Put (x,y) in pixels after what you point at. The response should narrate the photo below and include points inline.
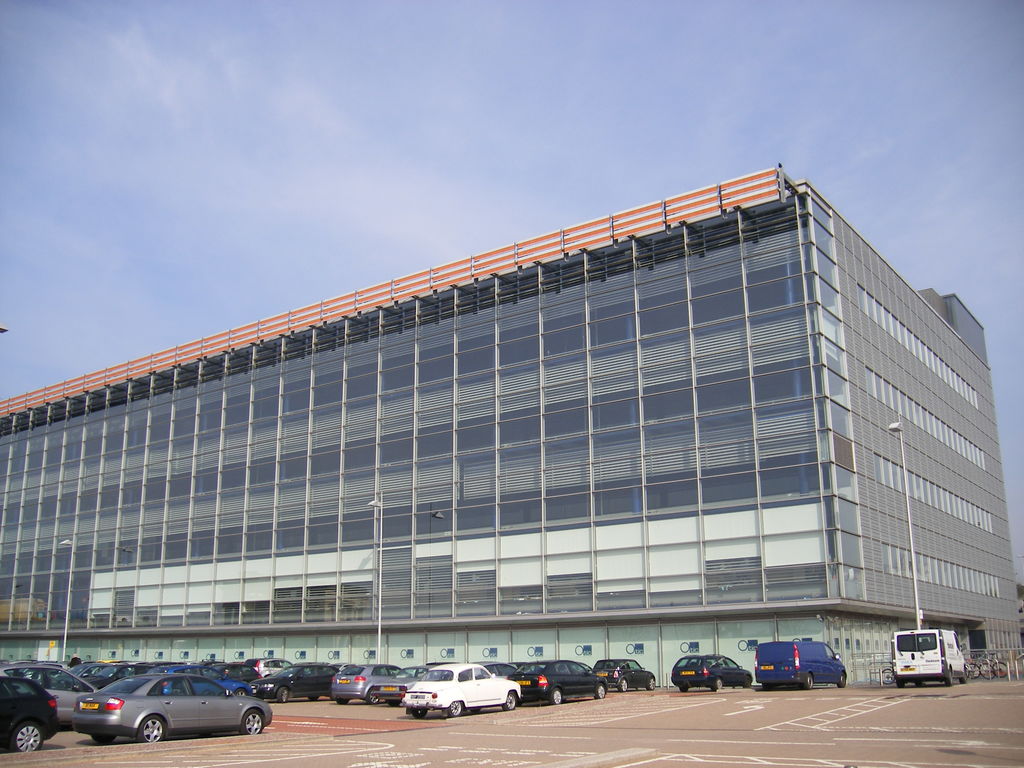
In this picture we can see vehicles (33,704) on the ground (568,723), fence (880,678), bicycles (983,660), building (222,427) and in the background (766,111) we can see sky (634,143) with clouds (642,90).
